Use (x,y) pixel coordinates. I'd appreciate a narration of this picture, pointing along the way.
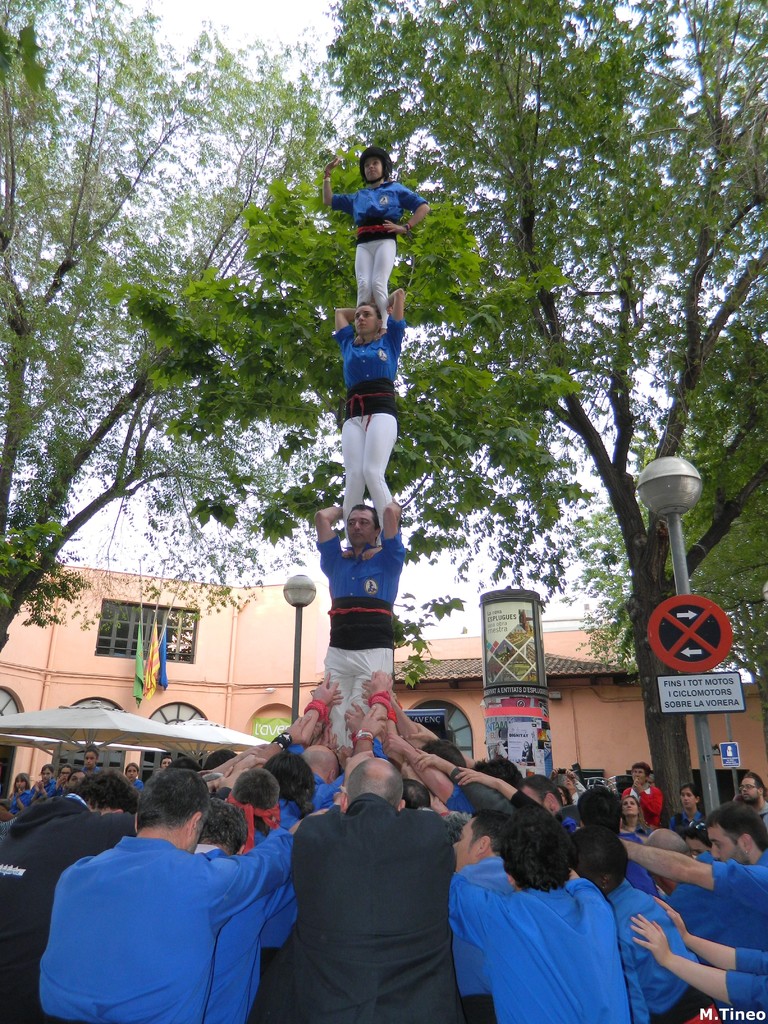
In this image there are persons (305,876), there are boards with some text (685,696) written on it, there is a tent (198,726), there are poles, flags (157,649), trees (85,522) and there is a building (226,660) and at the bottom right of the image (723,1017) there is some text (736,1016) which is visible.
